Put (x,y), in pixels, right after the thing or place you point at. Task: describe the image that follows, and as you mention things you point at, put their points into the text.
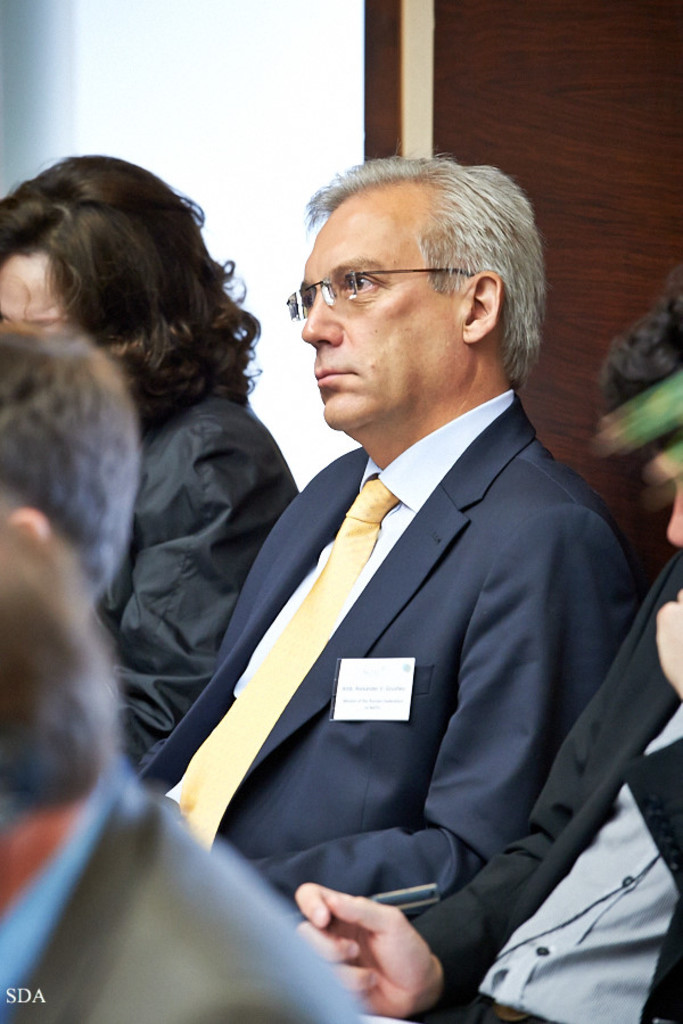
In this image we can see people (371,438). In the background (308,36) we can see wall (205,191).
